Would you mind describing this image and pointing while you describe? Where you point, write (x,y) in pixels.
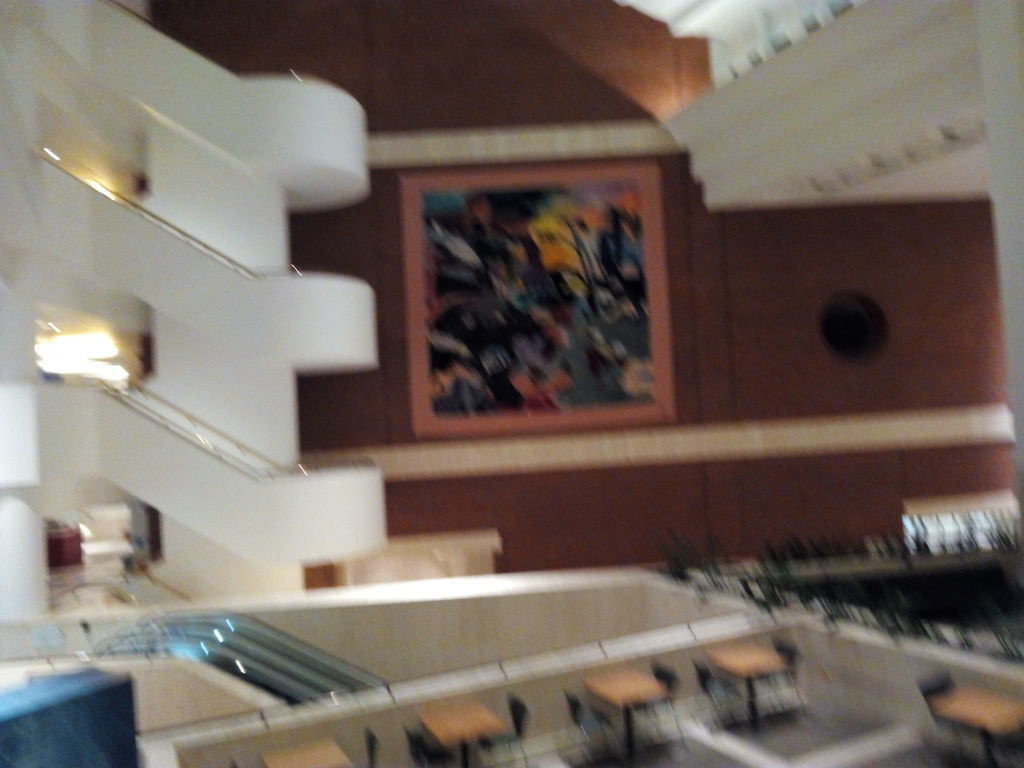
In this image we can see the staircase (349,325) with railing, the escalators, a group of chairs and some tables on the floor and the painting (526,244) on a wall (522,443).
